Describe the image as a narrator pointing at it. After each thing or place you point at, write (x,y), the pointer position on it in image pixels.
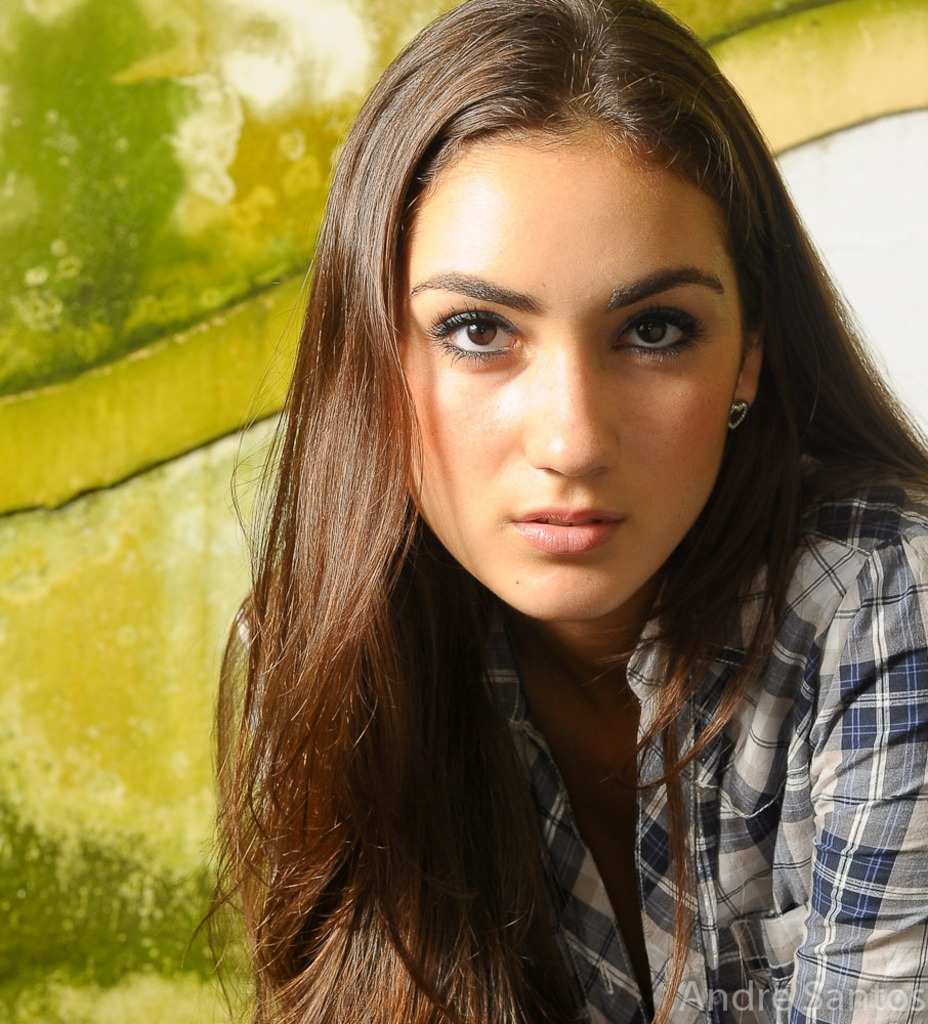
In this picture we can see a woman (533,401), at the bottom of the image (879,1005) we can find a watermark (792,1005).
